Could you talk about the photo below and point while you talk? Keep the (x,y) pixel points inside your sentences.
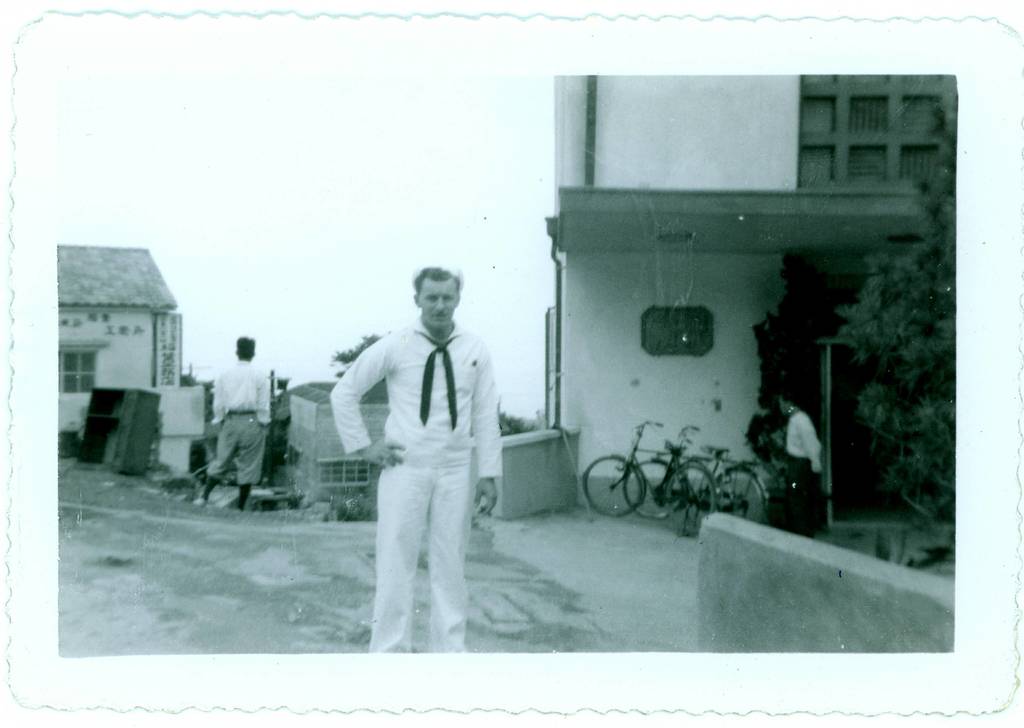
In the picture we can see a black and white picture with a man (407,581) standing on the path (664,558) and besides him we can see a house building (746,425) and some bicycles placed near it and on the other side we can also see some other house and a person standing near it.
